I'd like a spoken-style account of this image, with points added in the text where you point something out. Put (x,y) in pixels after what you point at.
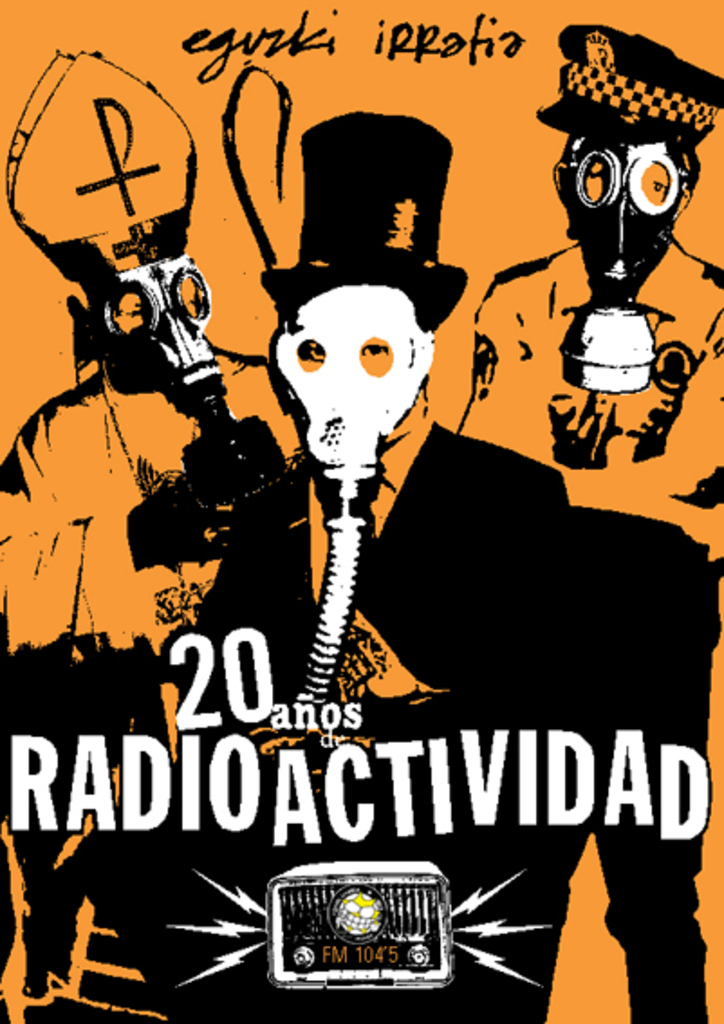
This image is a poster. In this image we can see the depictions of humans (580,254). We can also see the text (161,760) and the radio (380,959).
